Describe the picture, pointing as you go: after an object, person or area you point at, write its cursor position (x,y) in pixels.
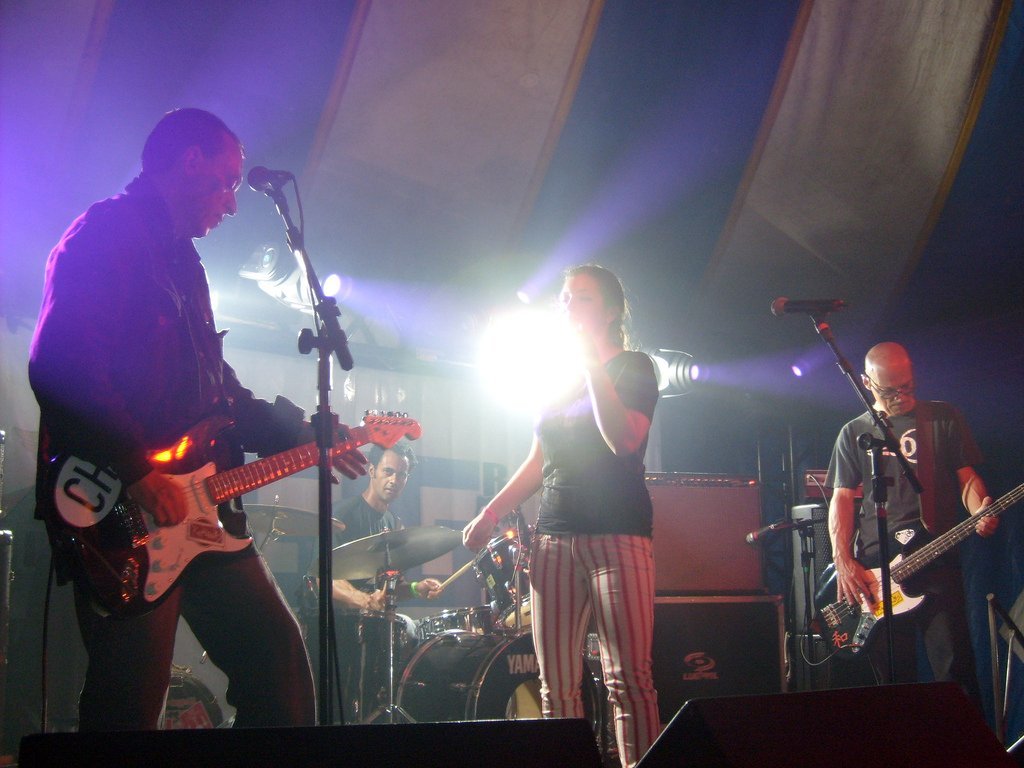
This man (206,215) is playing a guitar (200,515) in-front of mic (265,185). This woman (603,348) is standing. On top there are focusing lights (539,351). Far this man (895,390) is also playing a guitar (855,613). This is mic (831,305) with holder (895,454). This man (353,585) is sitting on chair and playing these musical instruments (414,649).
